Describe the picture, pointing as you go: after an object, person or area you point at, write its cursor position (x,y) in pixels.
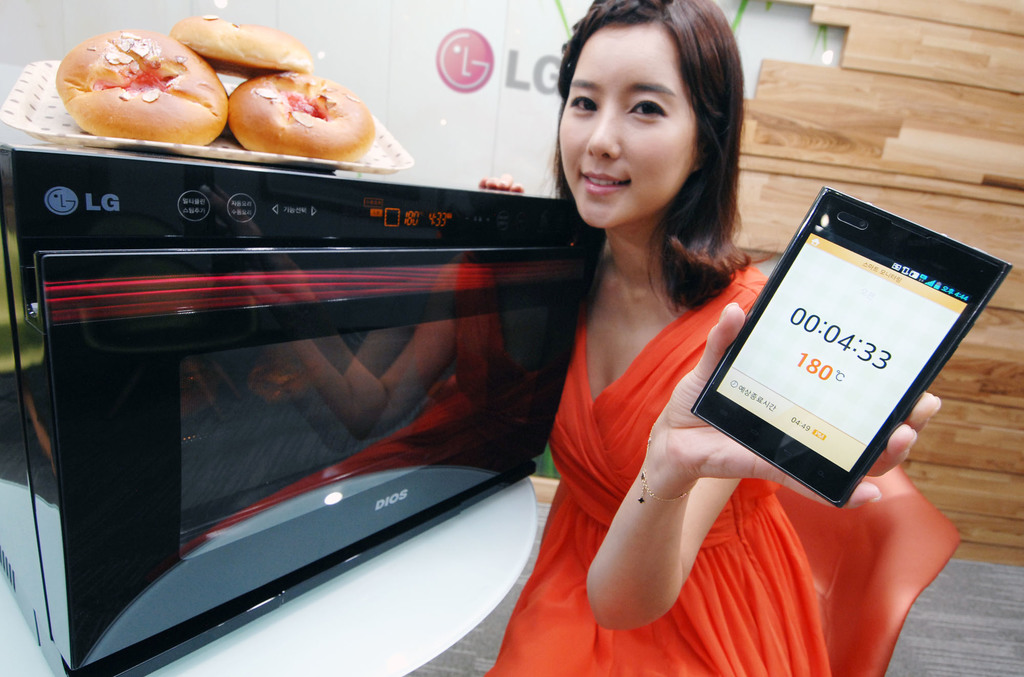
In this picture we can see a woman (657,463) is holding a mobile phone (724,428), on the left side (254,473) there is a microwave oven (271,414), we can see a tray (265,152) on the oven (271,180), there is some food (266,76) present in the tray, we can see LG logo (488,77) in the background (478,74).
